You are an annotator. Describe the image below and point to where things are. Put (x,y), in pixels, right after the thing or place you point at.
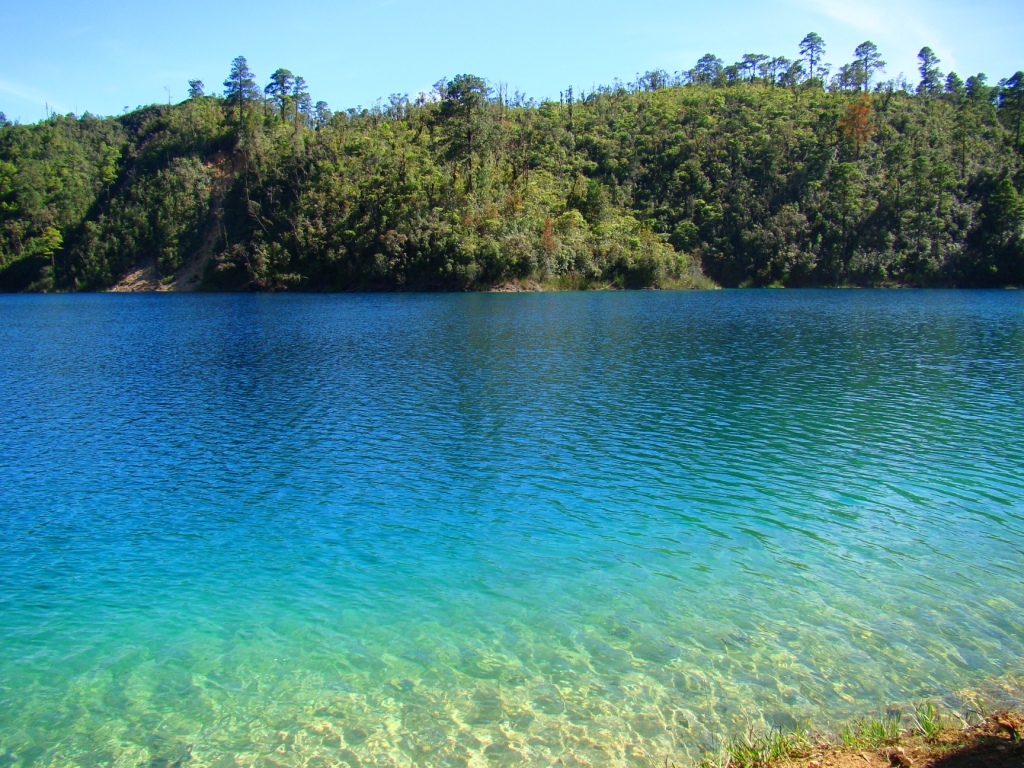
In the center of the image (527,349) there is water (675,304). In the background (336,234) there are trees (459,79) and sky (347,102).
